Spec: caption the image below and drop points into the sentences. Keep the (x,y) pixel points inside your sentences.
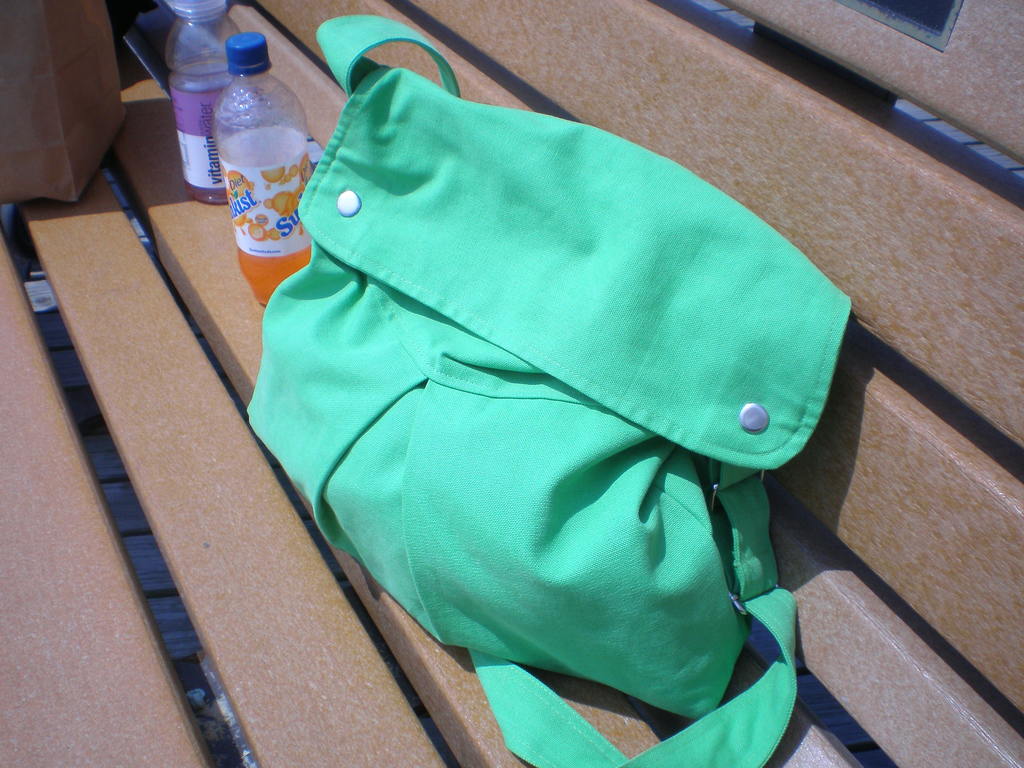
In this picture we can see a green color bag (570,505) with belt (772,621) to it and aside to this bag (427,232) we have bottles (278,131) with drink (254,222) in it, box (95,87) and this are placed on a bench (223,562).
